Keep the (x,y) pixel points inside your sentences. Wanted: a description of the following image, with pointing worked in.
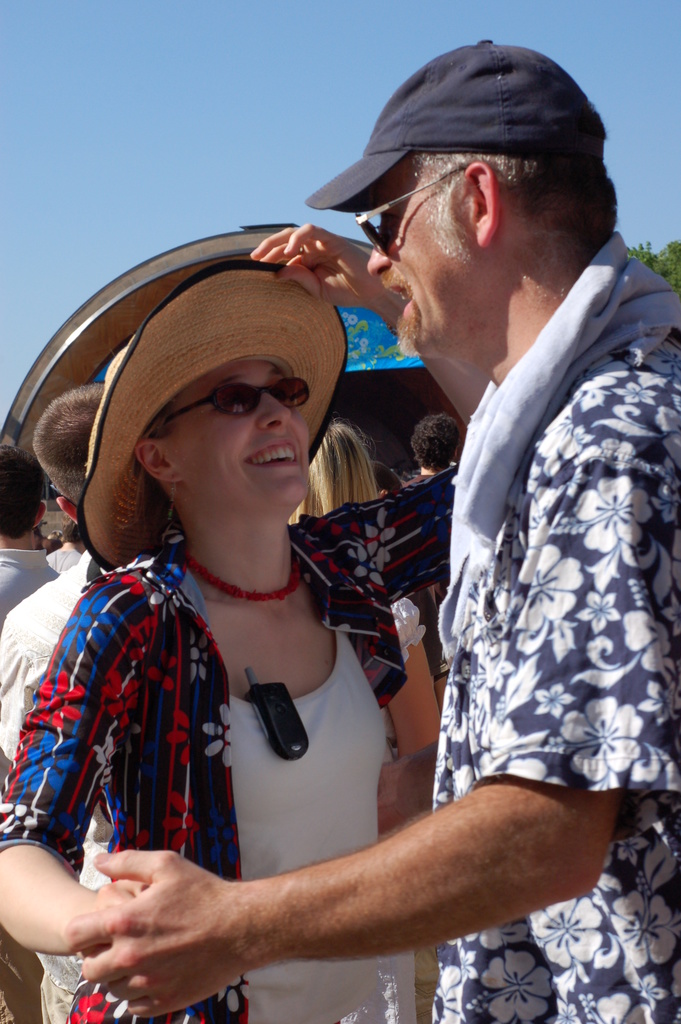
In this image we can see two people (130,361) dancing and holding hands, in the background (425,441) there is a group of people (75,414).
